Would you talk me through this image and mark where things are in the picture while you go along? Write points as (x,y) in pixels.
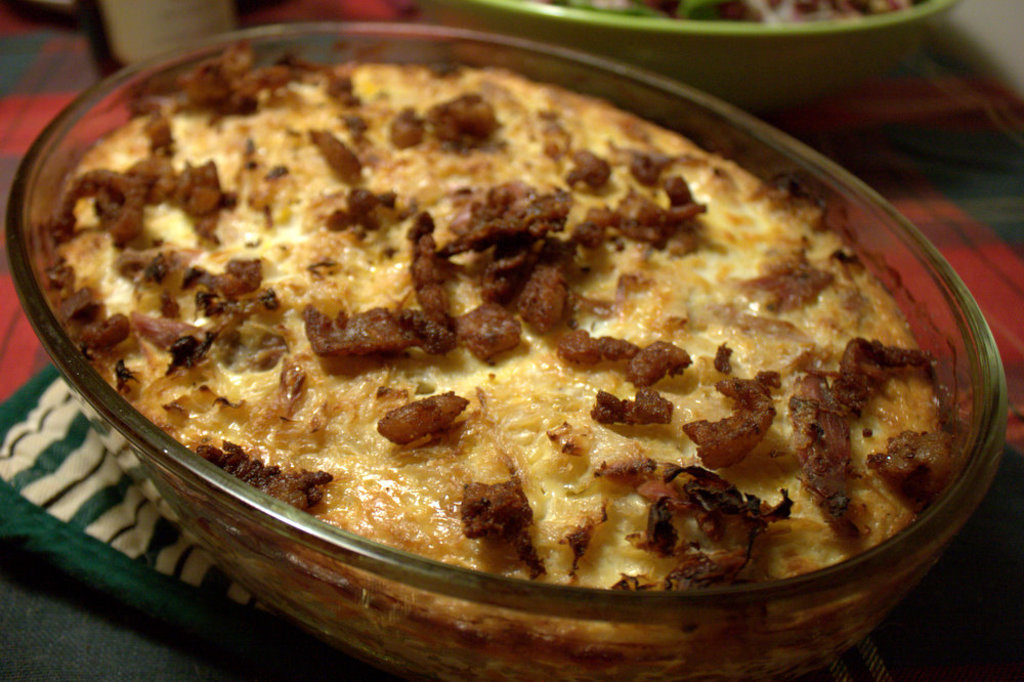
In this image, we can see a bowl (441,574) contains some food (570,259). There is an another bowl (565,25) at the top of the image (581,12). There is a cloth (112,526) in the bottom left of the image (138,564).
